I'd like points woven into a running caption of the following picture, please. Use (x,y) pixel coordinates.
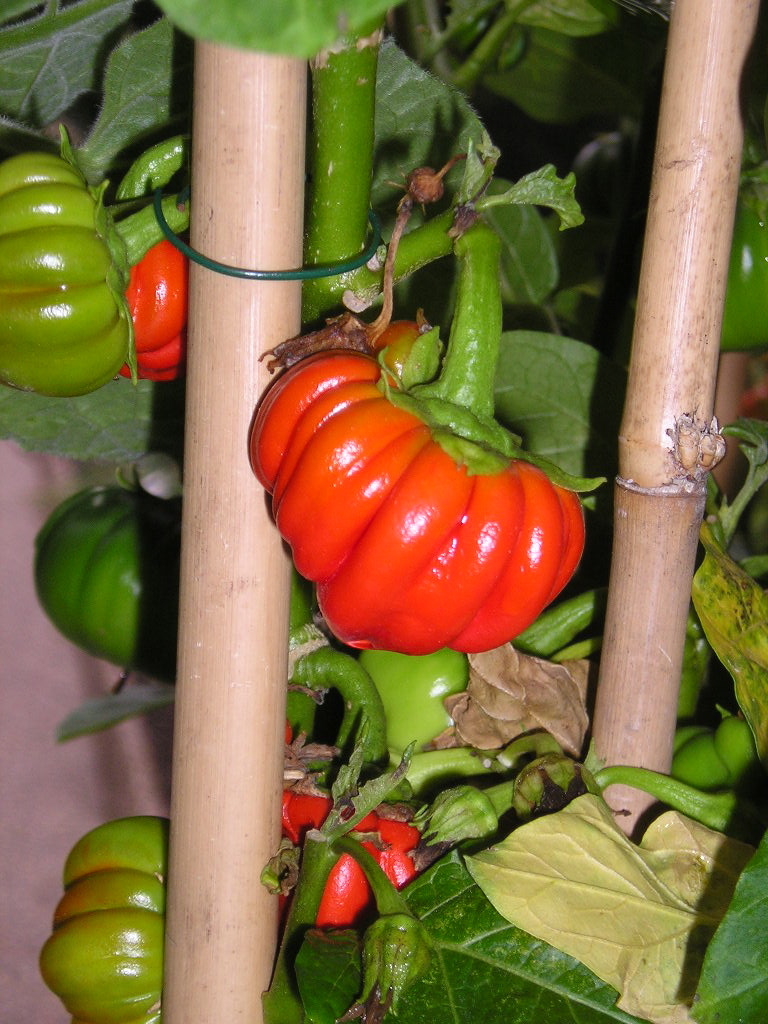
As we can see in the image there are leaves (520,330) and vegetables (23,239).
